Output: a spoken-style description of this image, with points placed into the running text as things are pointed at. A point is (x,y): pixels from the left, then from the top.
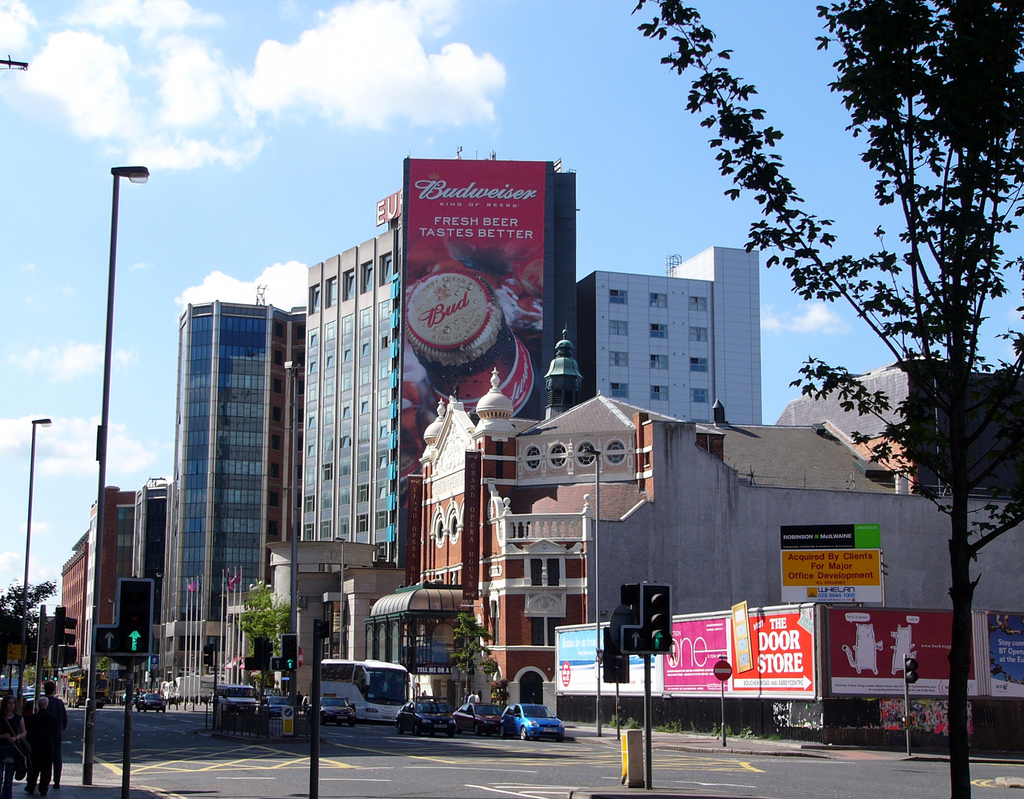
In the background (499,30) we can see clouds (364,28) in the sky (493,17). In this picture we can see buildings (560,502), trees (998,396), traffic signals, poles (41,687), flags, tiny plants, hoardings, lights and few objects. We can see people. We can see vehicles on the road (273,762).
